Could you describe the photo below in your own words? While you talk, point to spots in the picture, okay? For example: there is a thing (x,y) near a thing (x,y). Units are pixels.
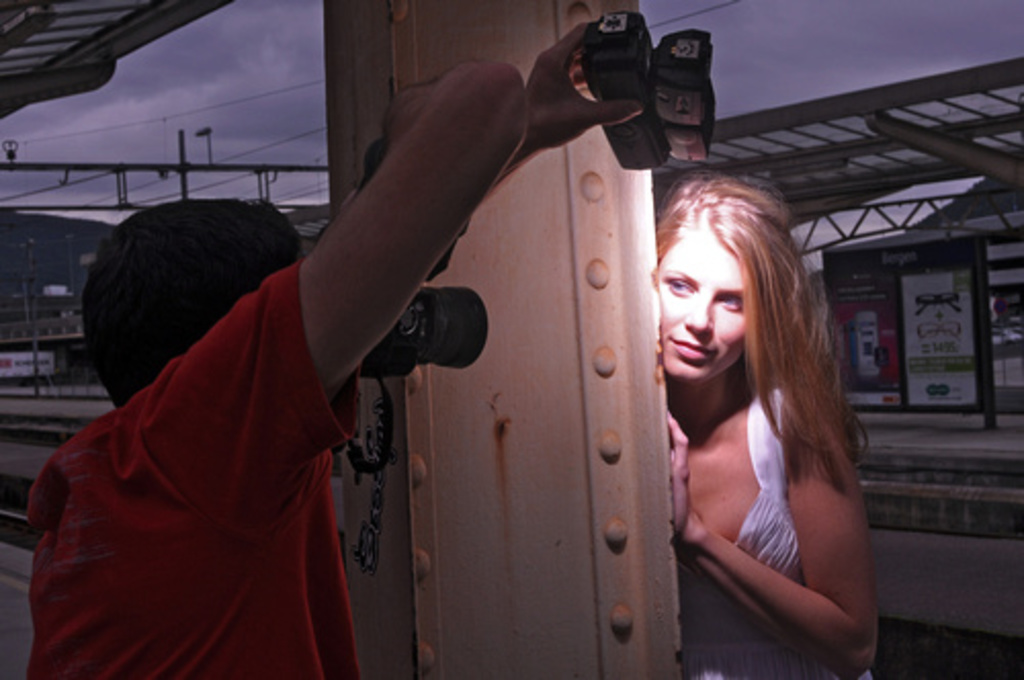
In the picture I can see a man (213,403) and a woman (725,487) is standing among them the man (261,469) on the left side (261,469) is holding some objects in hands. In the background (201,88) I can see the sky (212,104), wires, fence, boards (840,356) and some other objects (599,292).
